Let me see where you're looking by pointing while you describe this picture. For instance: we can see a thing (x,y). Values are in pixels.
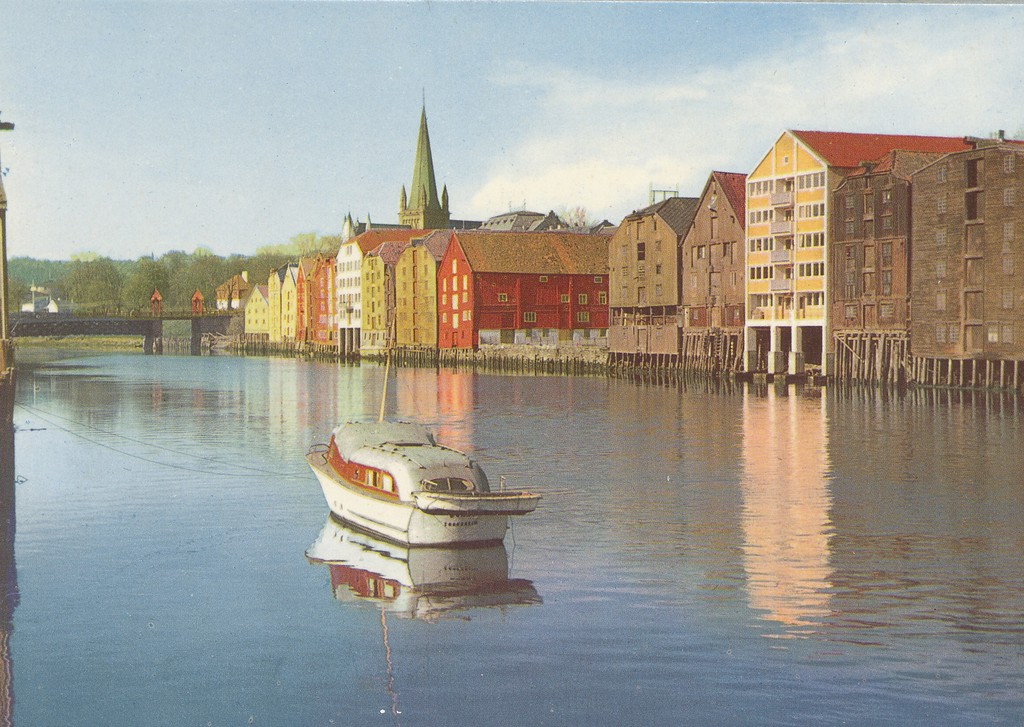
In this image there is a painting (888,463). At the bottom (377,502) we can see the boat (405,461) on the water (479,564). On the right (970,325) we can see buildings (499,322), house (557,322) and church (433,196). On the left (17,262) we can see bridge (151,321), trees (97,293) and grass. At the top (655,84) we can see sky (594,45) and clouds (760,95).
